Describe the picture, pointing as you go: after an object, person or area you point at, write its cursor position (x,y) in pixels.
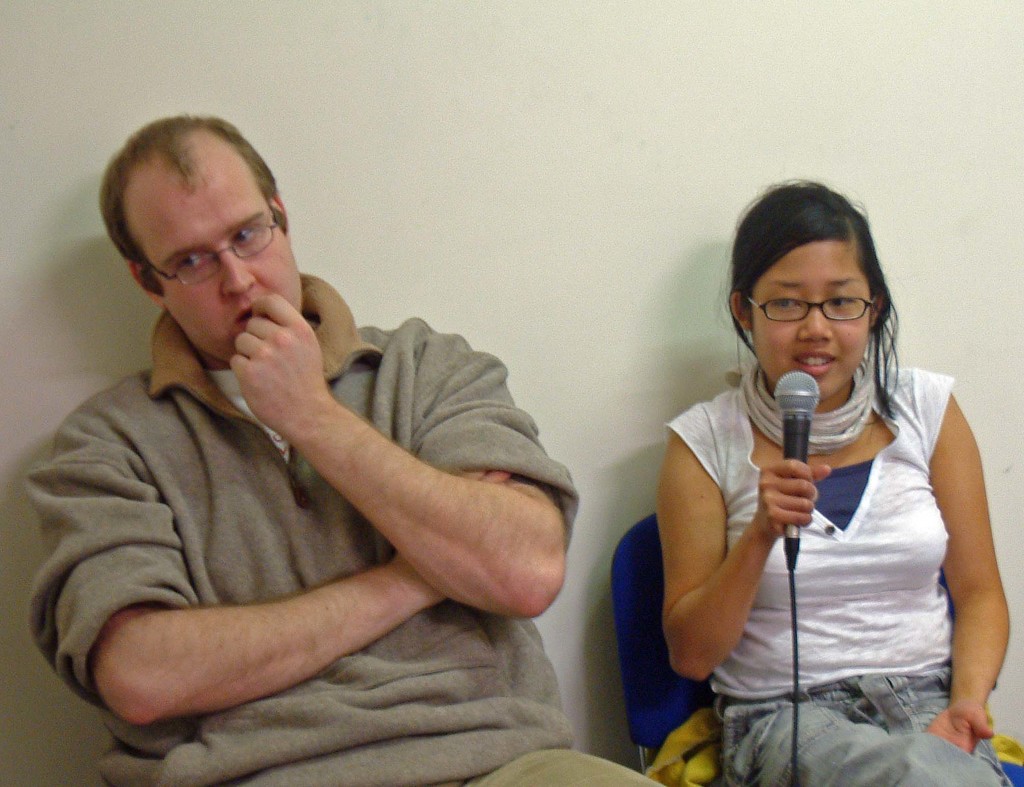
The image is captured inside room (367,320) there is man (185,726) who is wearing a sweater (433,712) and a woman (798,589) is speaking something from the mic (791,550) in the background (600,223) there is a wall (569,215).
